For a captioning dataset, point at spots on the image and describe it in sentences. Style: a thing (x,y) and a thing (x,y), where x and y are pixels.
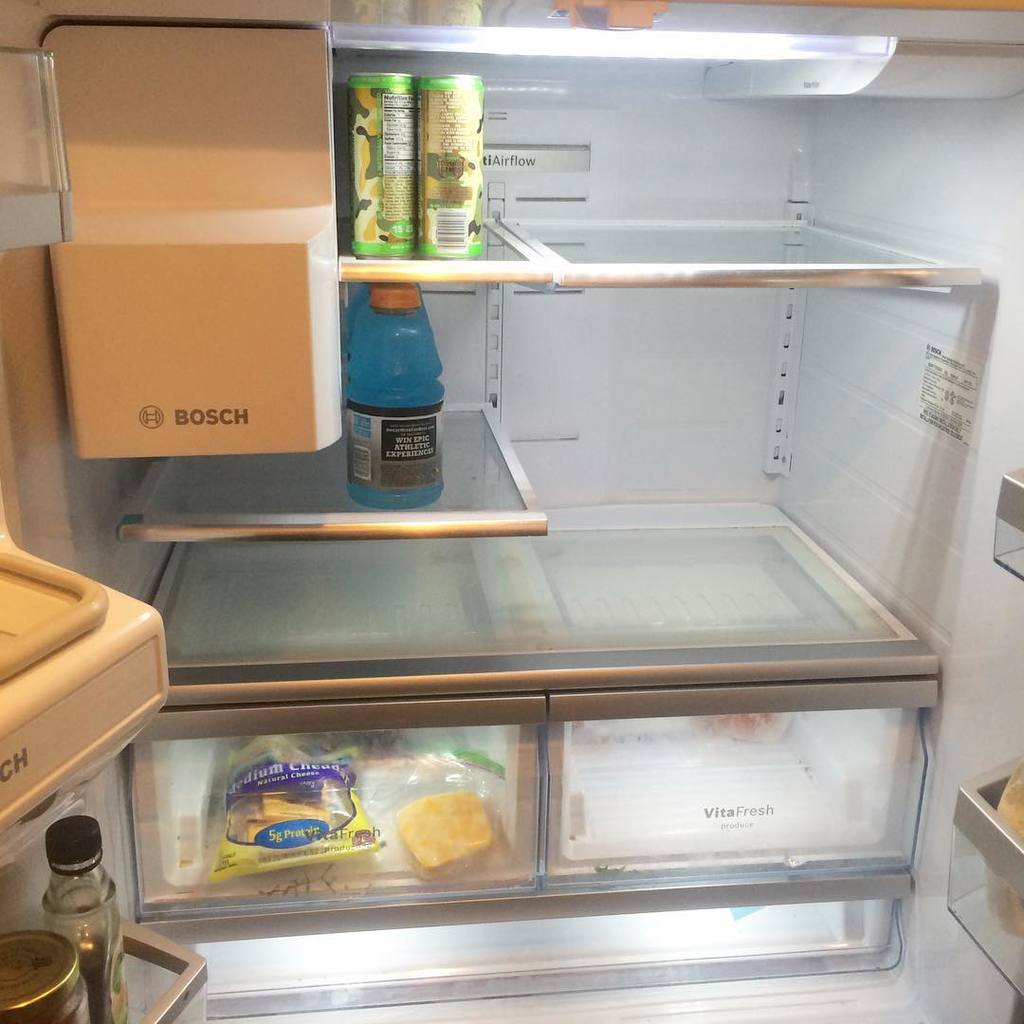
In this image I can see the inner part (389,545) of fridge (339,535). There is a bottle (349,433) on the rack (294,498).
